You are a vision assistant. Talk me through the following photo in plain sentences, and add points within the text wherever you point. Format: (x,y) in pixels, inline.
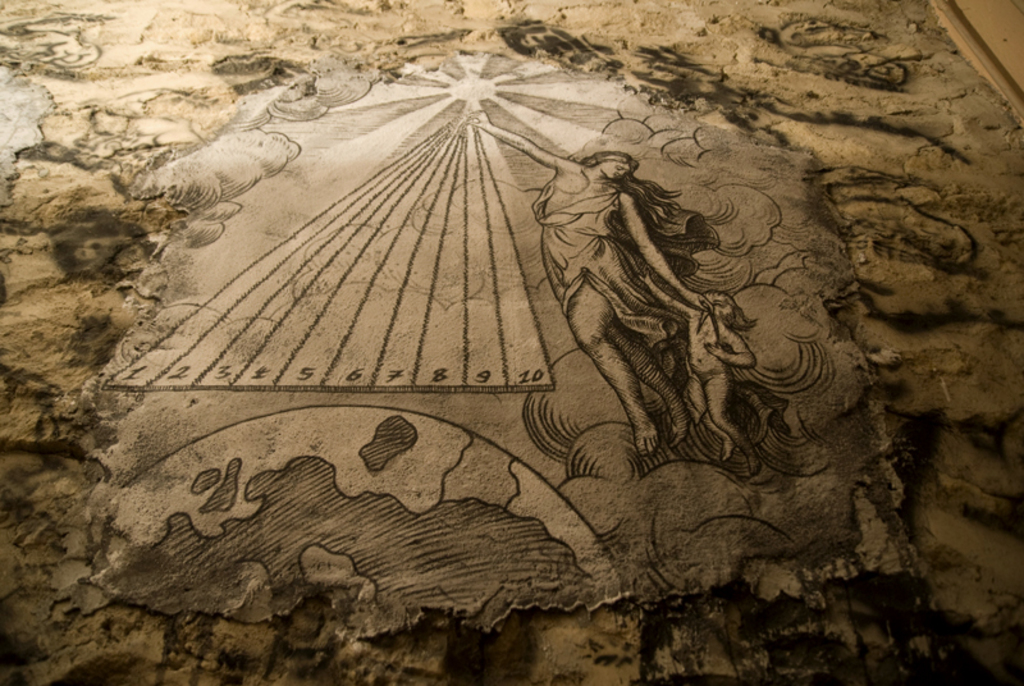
In this image, we can see a wall art (607,185). In this wall (607,100), we can see few people (658,311), globe (415,511), numbers (253,374), sun rays (477,101).
